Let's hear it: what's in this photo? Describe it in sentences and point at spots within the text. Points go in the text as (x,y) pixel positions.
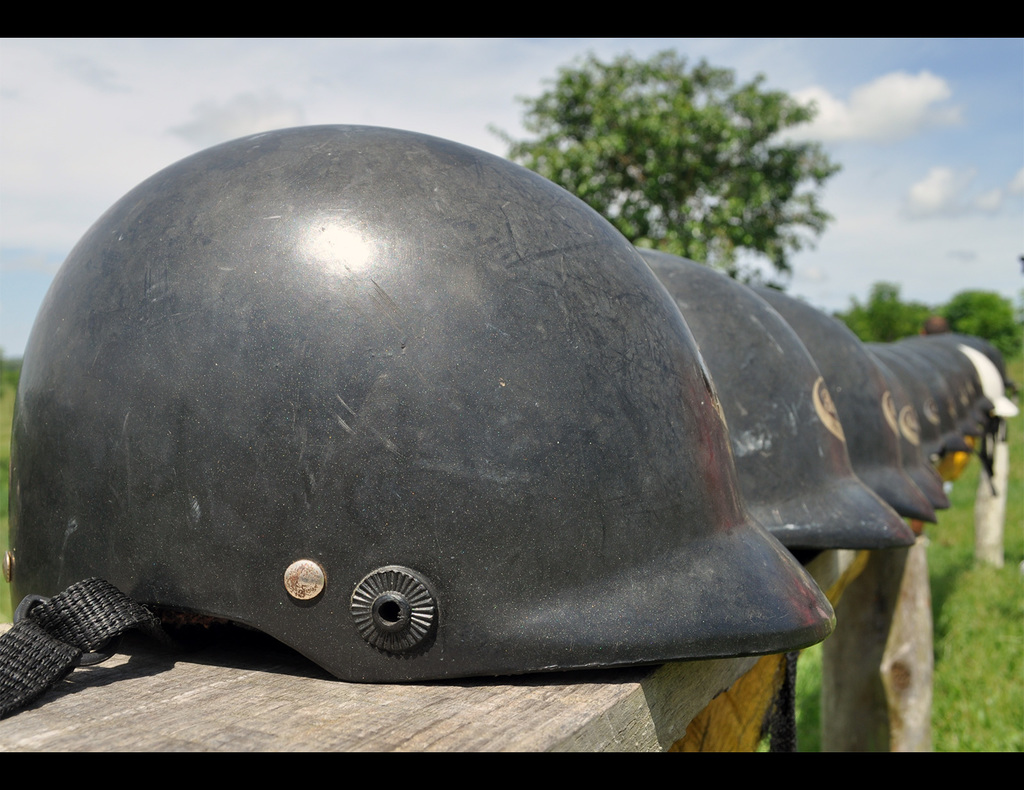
In this picture we can see many helmets (814,423) on this wooden rack (719,691). On the right (938,643) we can see green grass (987,632). In the background (641,223) we can see many trees (684,222). At the top (459,99) we can see sky (488,88) and clouds (471,82).
